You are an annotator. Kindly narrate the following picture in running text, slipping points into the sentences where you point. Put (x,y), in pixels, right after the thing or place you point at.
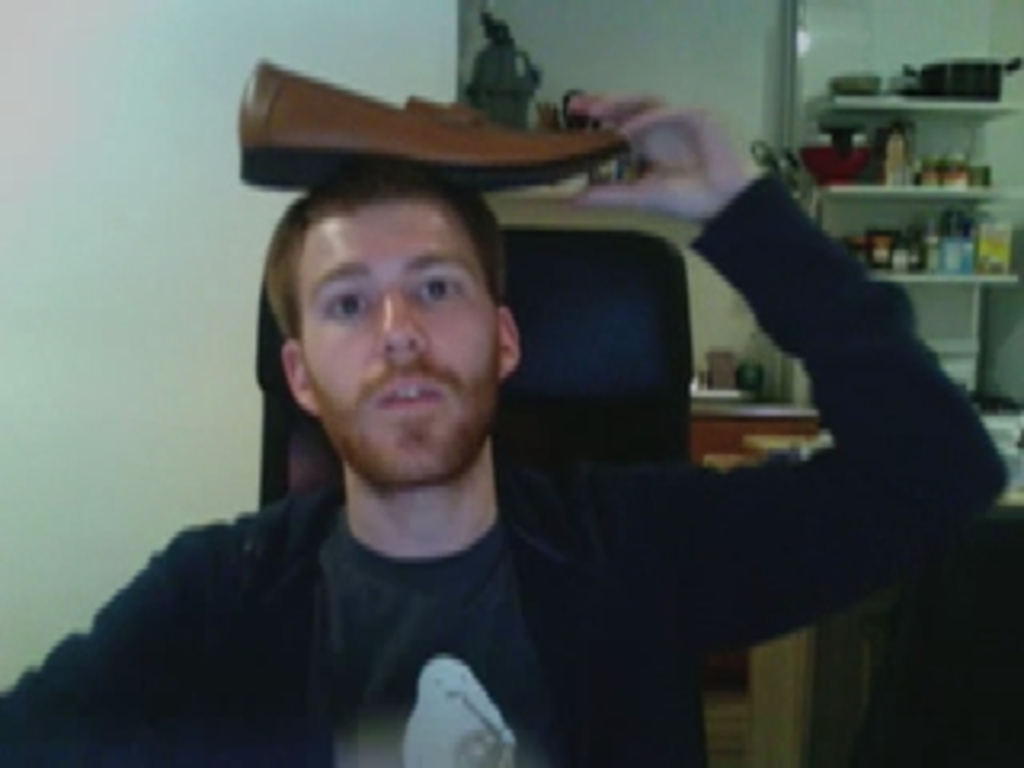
In this image, we can see a person (296,331) holding a shoe (512,165) and in the background (952,94), there are vessels (939,79), jars (948,269) in the shelves (940,187) and we can see some other objects (1004,394) and there is a wall (161,290).
